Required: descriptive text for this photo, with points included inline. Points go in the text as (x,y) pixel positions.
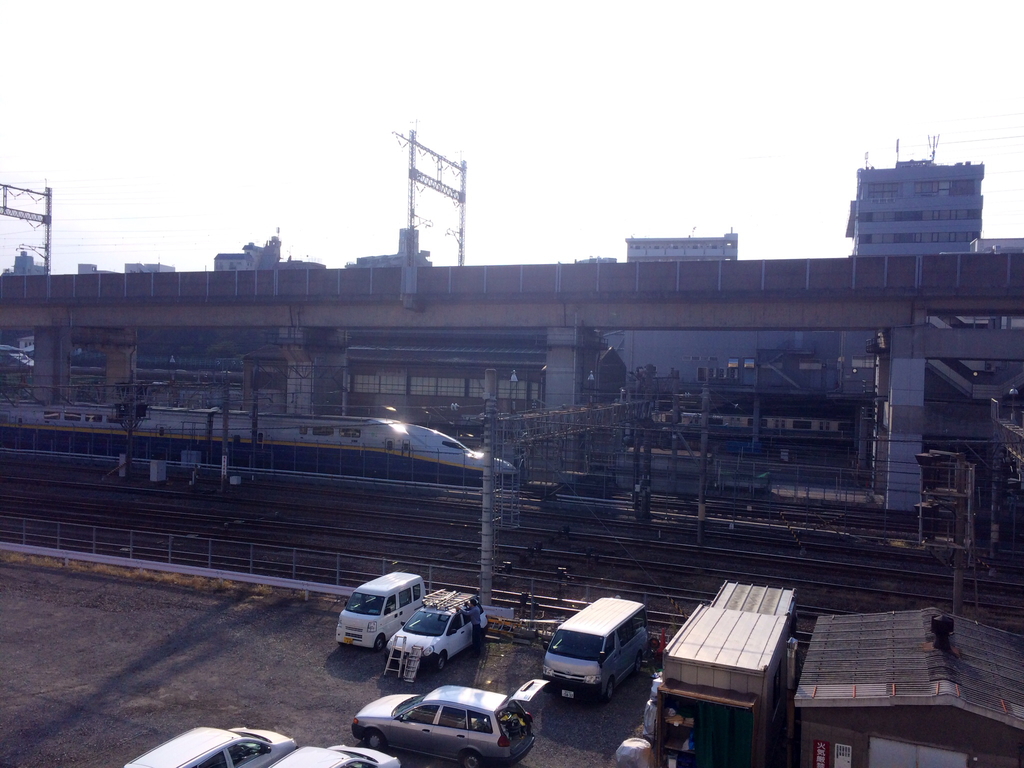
In this image we can see there is a train (282,456) on the track (411,501). There are tracks (390,552), vehicles (382,643) and sheds (810,735). There is a bridge (429,271). There are buildings (387,262) and stands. In the background (708,171) we can see the sky (771,88).
